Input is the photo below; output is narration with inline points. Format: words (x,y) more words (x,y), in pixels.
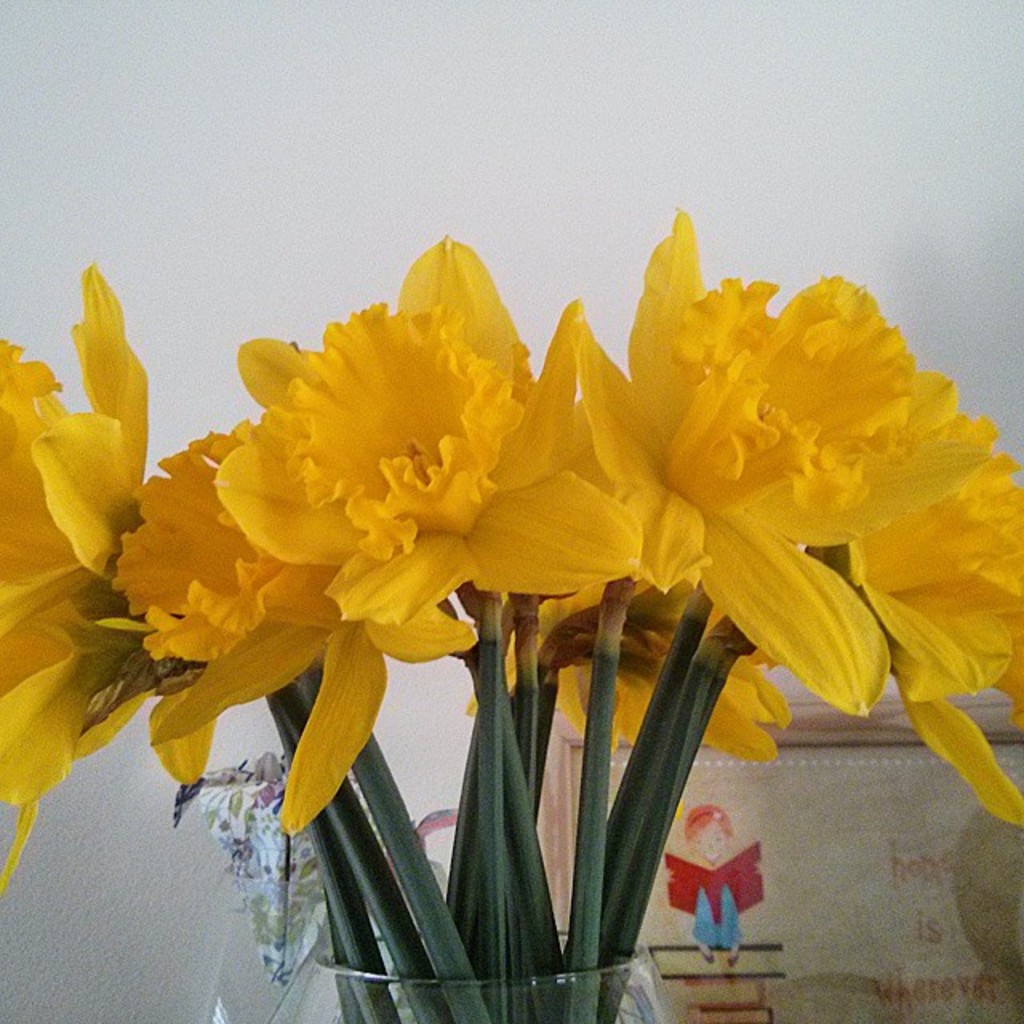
In this image we can see few flowers (566,535). There are two vases (537,1023) in the image. There is an object (830,875) at the right side of the image (912,867).
